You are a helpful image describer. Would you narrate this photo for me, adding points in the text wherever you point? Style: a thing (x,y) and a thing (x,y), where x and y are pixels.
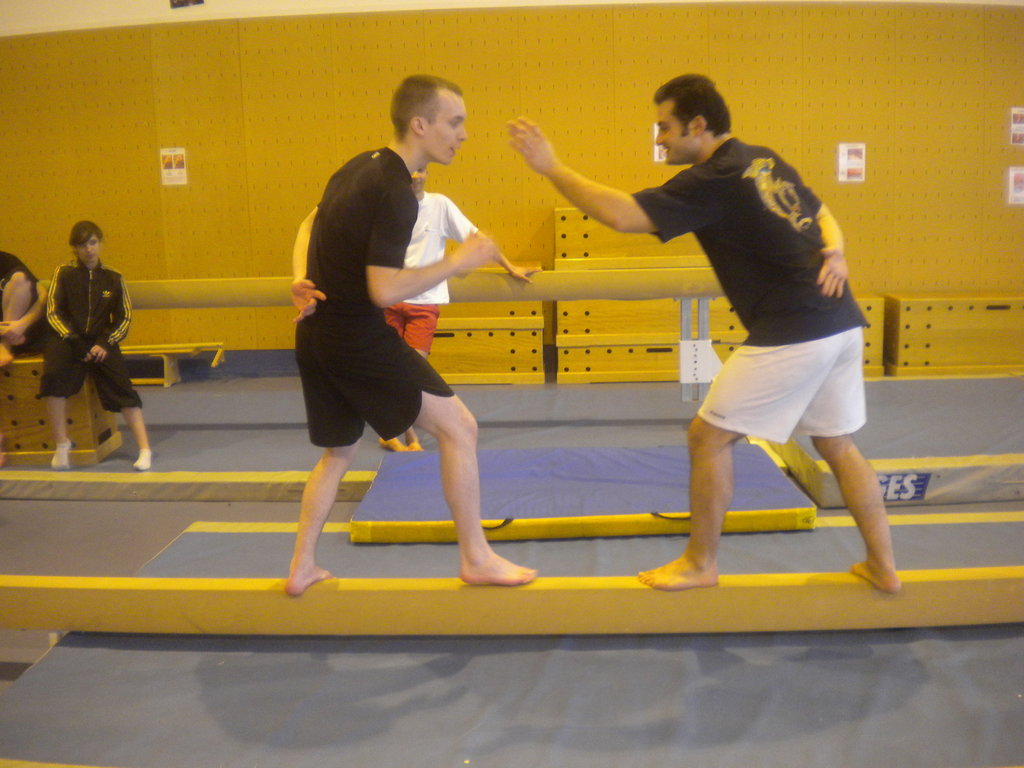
In the image there are two men (364,301) wearing black t-shirt (771,243) and shorts (370,361) standing on balance beam (483,594), in the back (435,223) there is a man (444,255) standing, on left side (117,313) there are two people (63,334) sitting on bench (39,408), the background (207,101) is of yellow color.
